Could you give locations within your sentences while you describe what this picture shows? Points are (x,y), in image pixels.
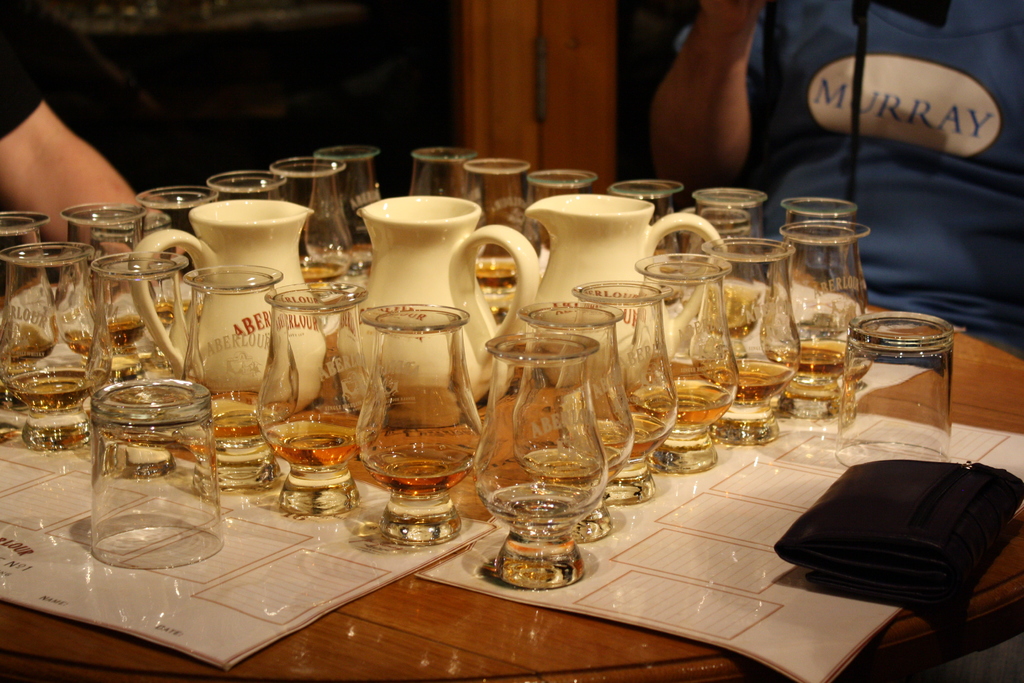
In this image we can see some jars (381,282) and glasses (290,367) placed on the table (907,622). We can also see papers (842,612) and a wallet (829,569). On the backside (923,169) we can see a person (829,182) sitting.
